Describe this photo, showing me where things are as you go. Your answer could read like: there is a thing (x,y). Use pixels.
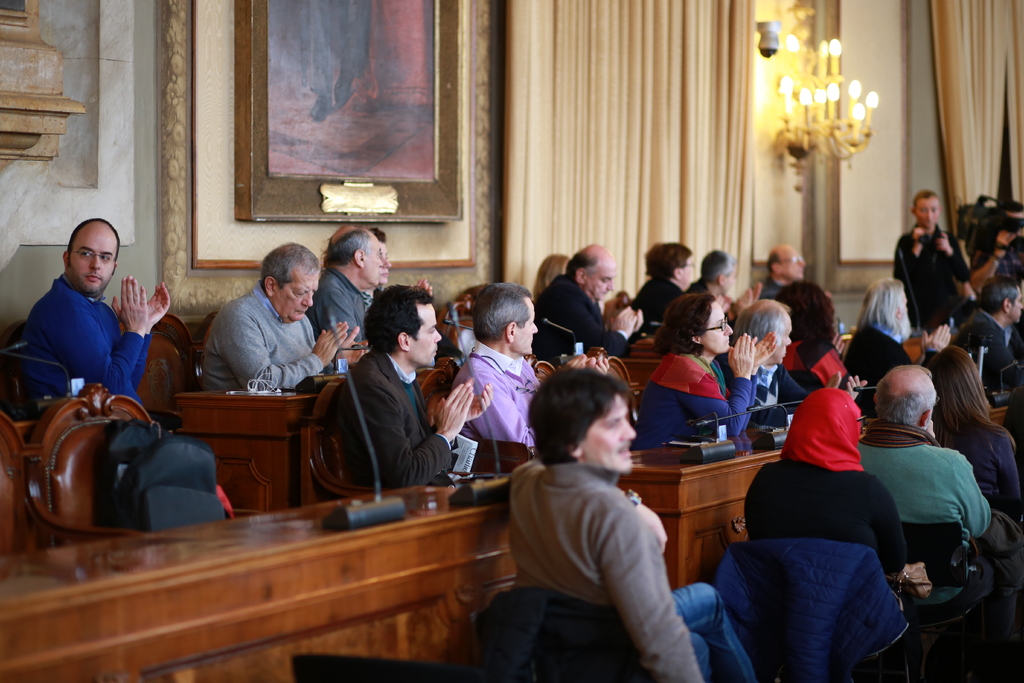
This picture is taken inside the room (349,535). In this image, we can see a group of people (838,528) sitting on the chair (6,471) in front of the table (488,546), on the table (475,546), we can see a microphone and some electrical wires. On the left side (198,472), we can also see a bag (198,472). in the background (449,164), we can see a photo frame (265,153) which is attached to a wall (913,134), curtains (975,117) and few lights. In the background (760,27), we can also see a camera (772,36).
